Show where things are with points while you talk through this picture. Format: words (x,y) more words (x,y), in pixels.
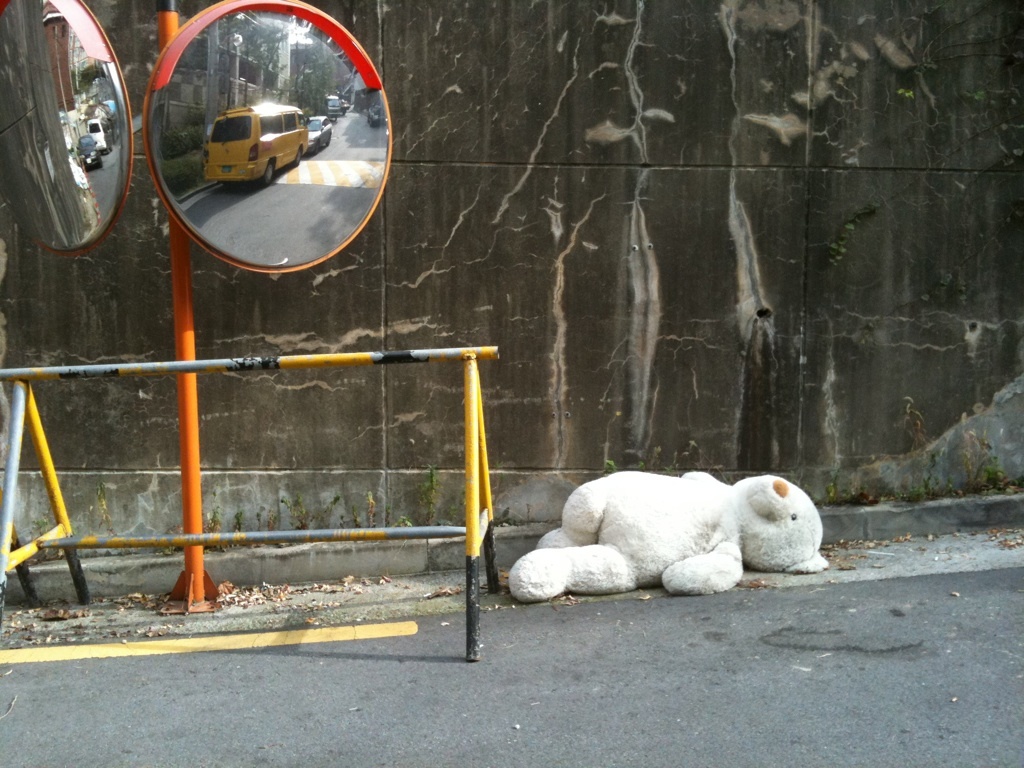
In the background of the image (614,274) we can see the wall (758,288). On the left side of the image (37,175) there are two mirrors (61,182). In the mirror (163,175) we can see reflections (164,174). At the bottom of the image (623,546) we can see a teddy bear (715,587) and stand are on the road (617,652).
